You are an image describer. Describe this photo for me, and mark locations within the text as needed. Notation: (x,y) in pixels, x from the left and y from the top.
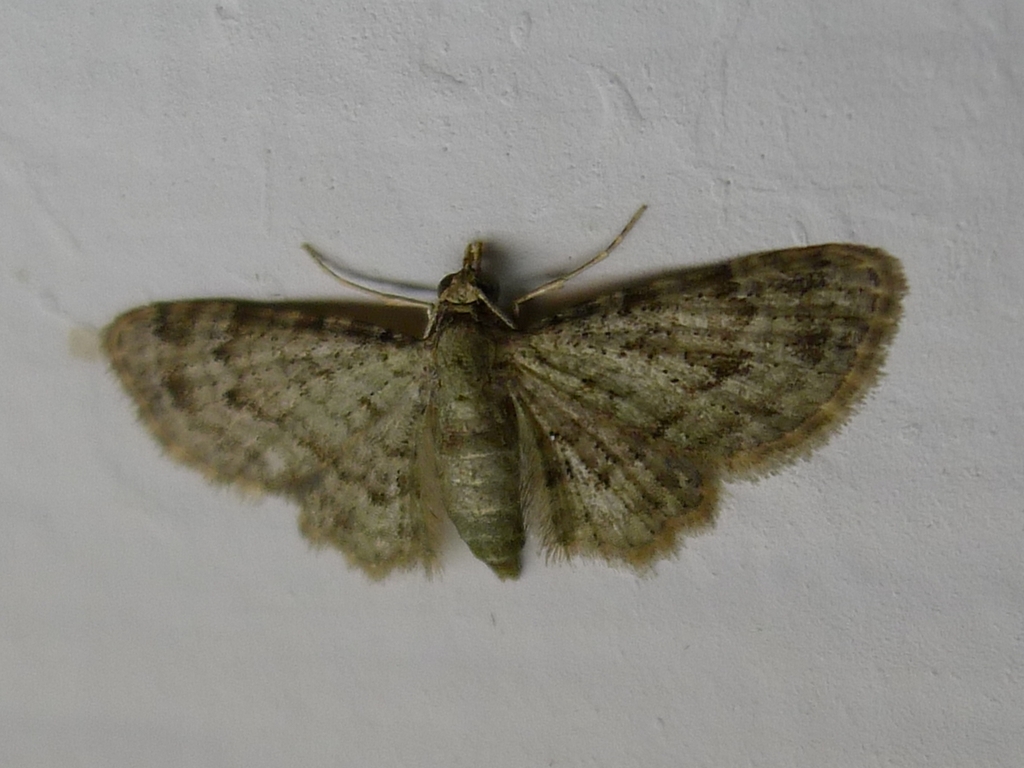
On a white surface (562,724) we can see an insect (679,303).
